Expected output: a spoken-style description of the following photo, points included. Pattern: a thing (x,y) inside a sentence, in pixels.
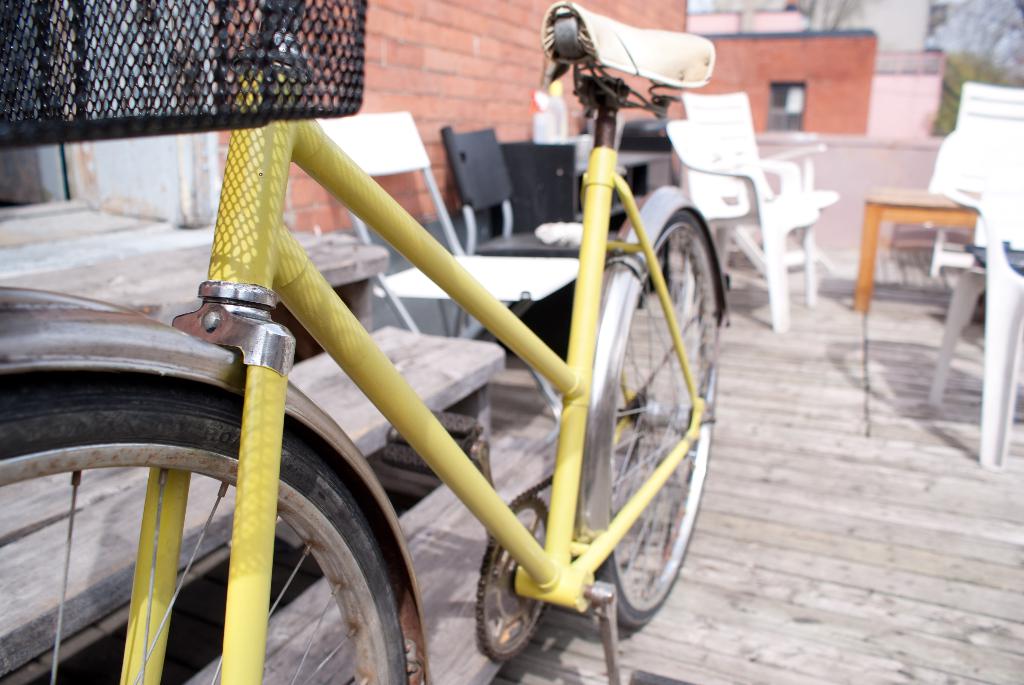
Here we can see a bicycle (336,333), and at back (395,345) here is the staircase (129,243), and here are the chairs (430,182), and at back (474,74) here is the wall (464,57), made of bricks (440,170).
